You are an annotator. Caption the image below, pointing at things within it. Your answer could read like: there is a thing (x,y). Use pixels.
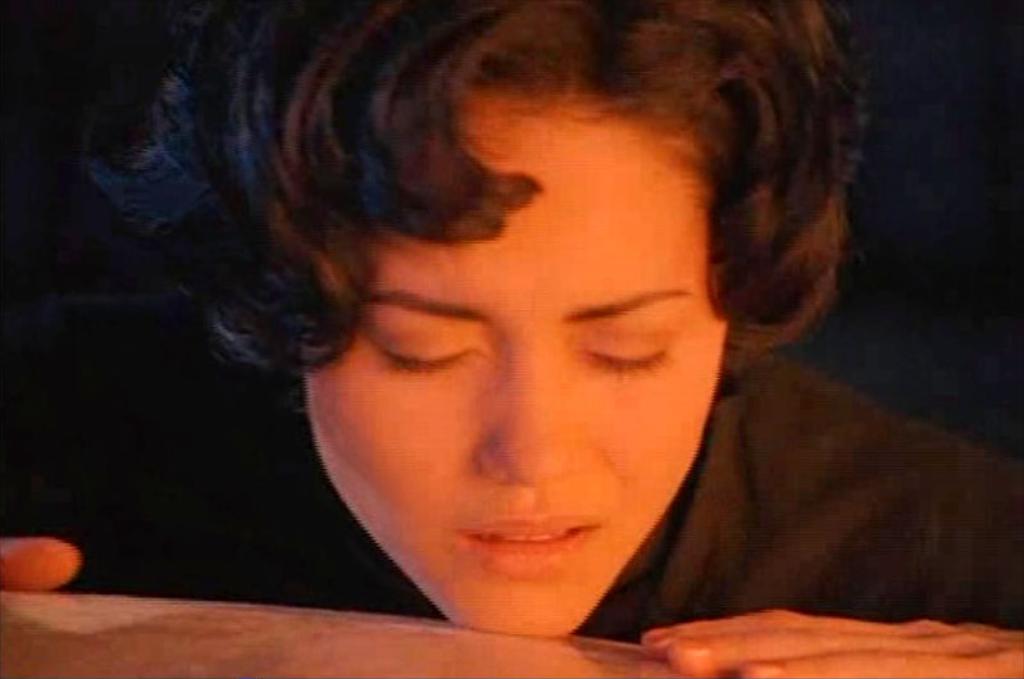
In this picture there is a person (502,393) placed her face (512,606) and hands (645,639) on an object (620,645).
